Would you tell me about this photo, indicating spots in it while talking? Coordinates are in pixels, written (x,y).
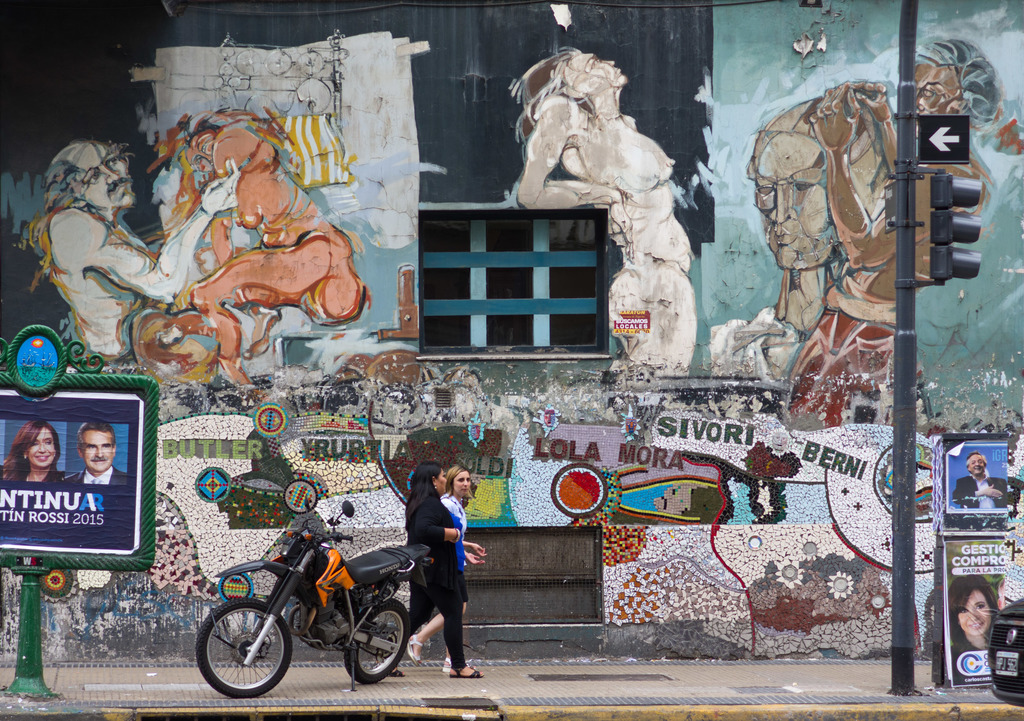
In this picture we can see two persons (412,516) are walking, on the left side (147,521) and right side (942,545) there are boards (962,542), we can see a bike (340,636) in the middle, on the right side (941,187) there are traffic lights (953,219), a pole (905,330) and a signboard (954,153), in the background (854,158) there is a wall (617,105), we can see paintings (835,378) on the wall (414,207).
